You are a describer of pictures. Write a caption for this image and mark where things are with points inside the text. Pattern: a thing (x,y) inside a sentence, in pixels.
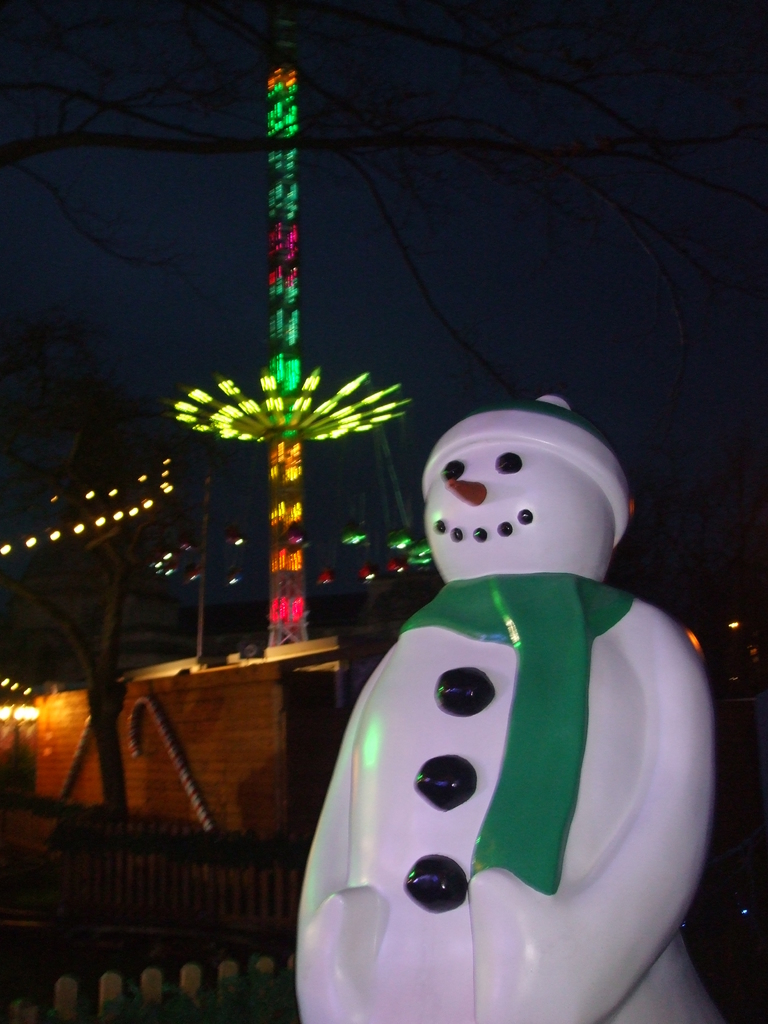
On the right side (642,846) it is a doll (598,715) in white color. In the middle (378,396) it is a circular wheel (309,410) with the lights (291,238). At the top (527,236) it is the sky (523,291).
